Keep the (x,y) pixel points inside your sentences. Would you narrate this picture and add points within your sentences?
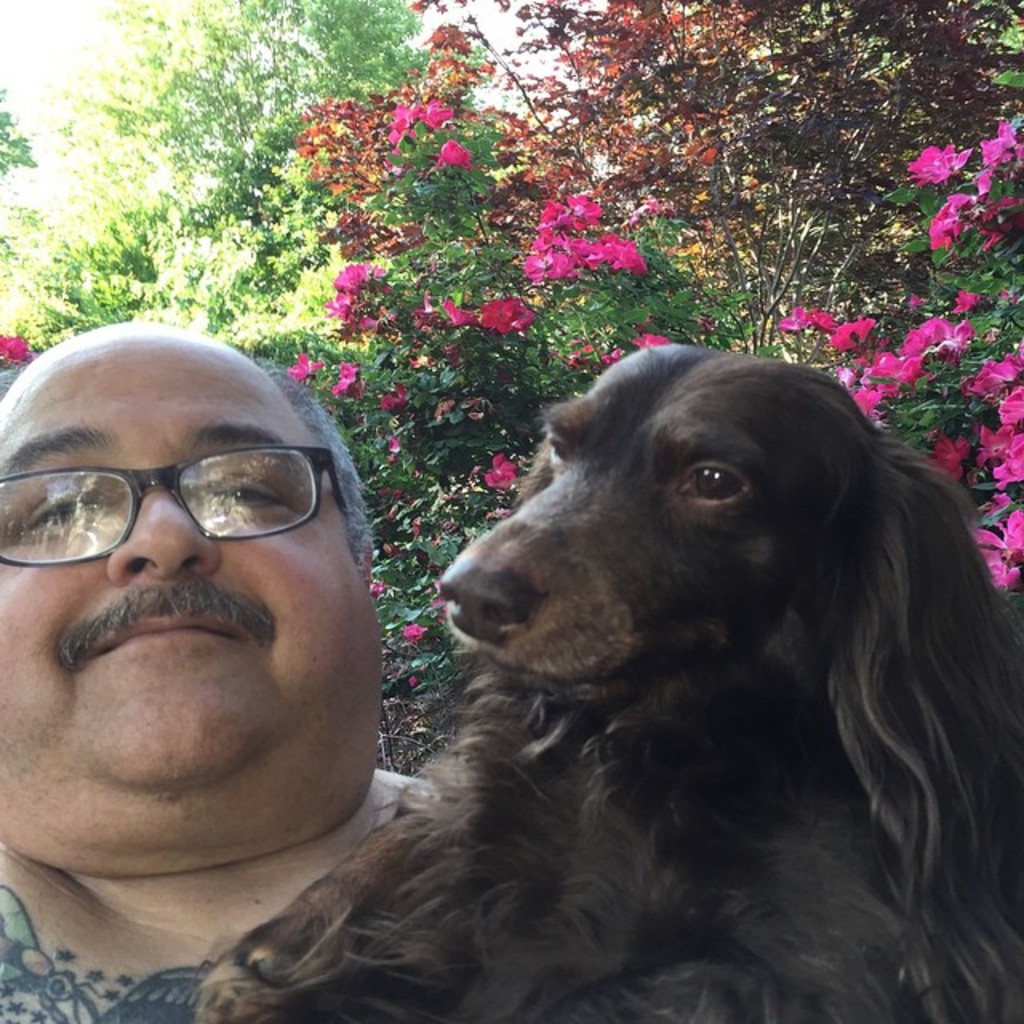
In the image we can see there is a man (136,685) who is holding a dog (765,890) in his hand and the dog (759,830) is in brown colour and at the back (427,740) there are plants (477,298) on which there are pink colour flowers (609,259).
